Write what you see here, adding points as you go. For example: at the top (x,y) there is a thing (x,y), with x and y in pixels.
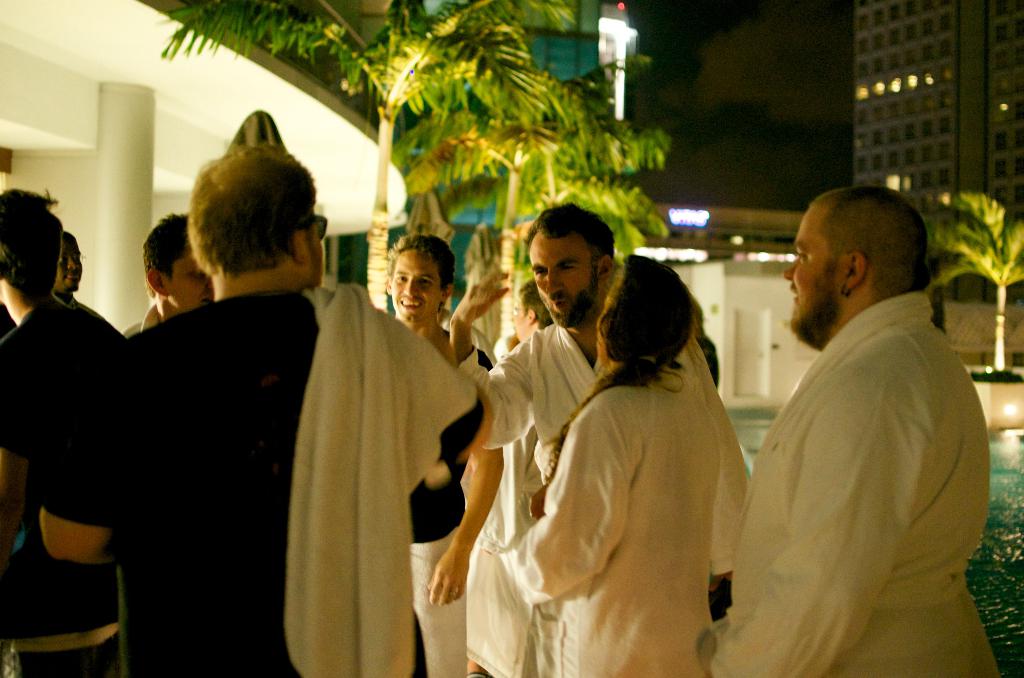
In the foreground of the picture (506,389) there are people (542,363) standing. On the right (995,477) there is a swimming pool (766,410). In the center of the picture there are palm trees (546,135). The background (1010,73) is blurred. In the background (879,116) there are buildings (718,258). On the left (97,115) there is a building (152,119).
